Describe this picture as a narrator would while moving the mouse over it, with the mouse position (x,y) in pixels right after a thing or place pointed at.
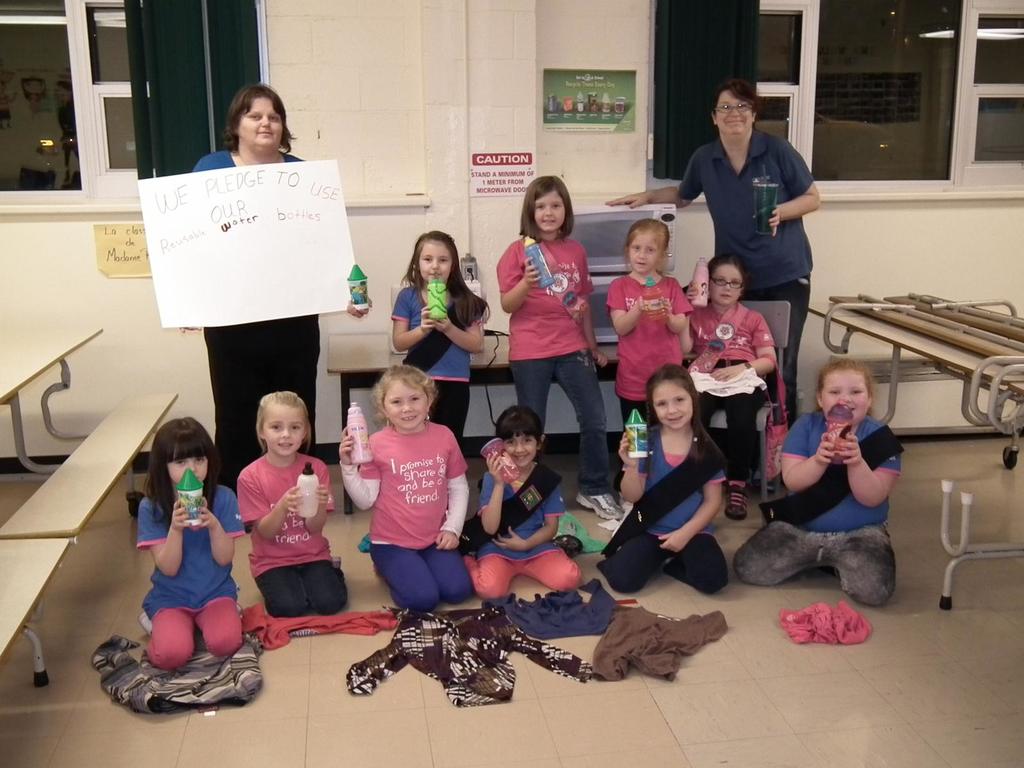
In this picture we can see a group of people (494,519) are sitting some people (643,353) are standing and the woman (257,337) is holding a board (332,309). On the left side of the people (259,370) there are benches (61,373) and behind the people (453,426) there is a wall (447,111) with glass windows (780,97).
